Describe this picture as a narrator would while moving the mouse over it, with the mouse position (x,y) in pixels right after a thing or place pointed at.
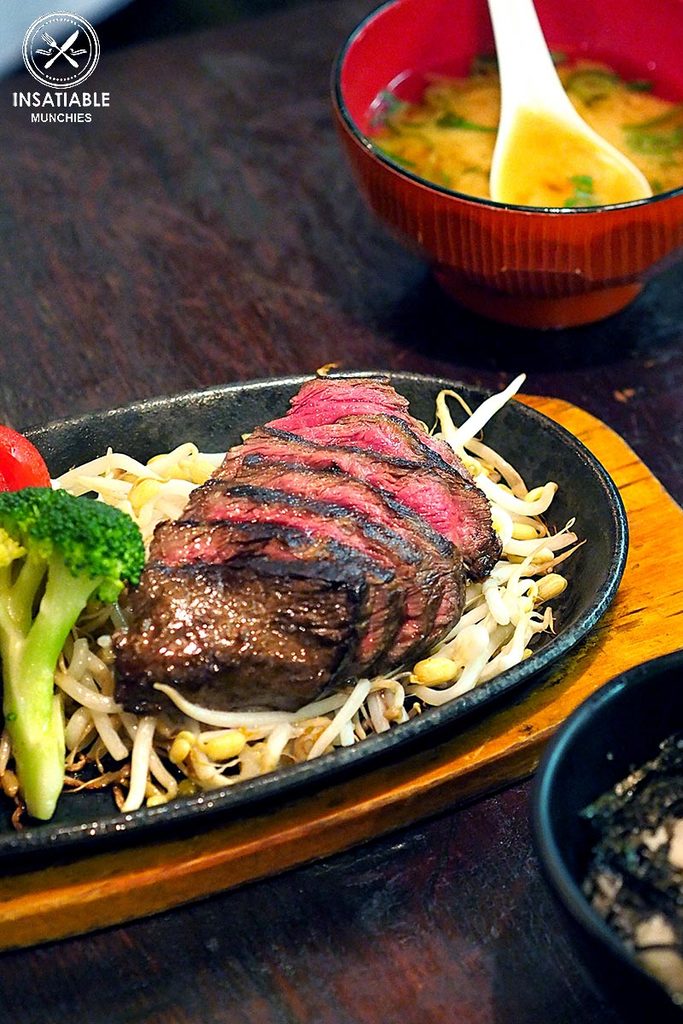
In the image I can see a table (318,879) on which there is some food item (415,618) and also I can see two bowls (412,59) in which there is a spoon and some food item (439,117).
